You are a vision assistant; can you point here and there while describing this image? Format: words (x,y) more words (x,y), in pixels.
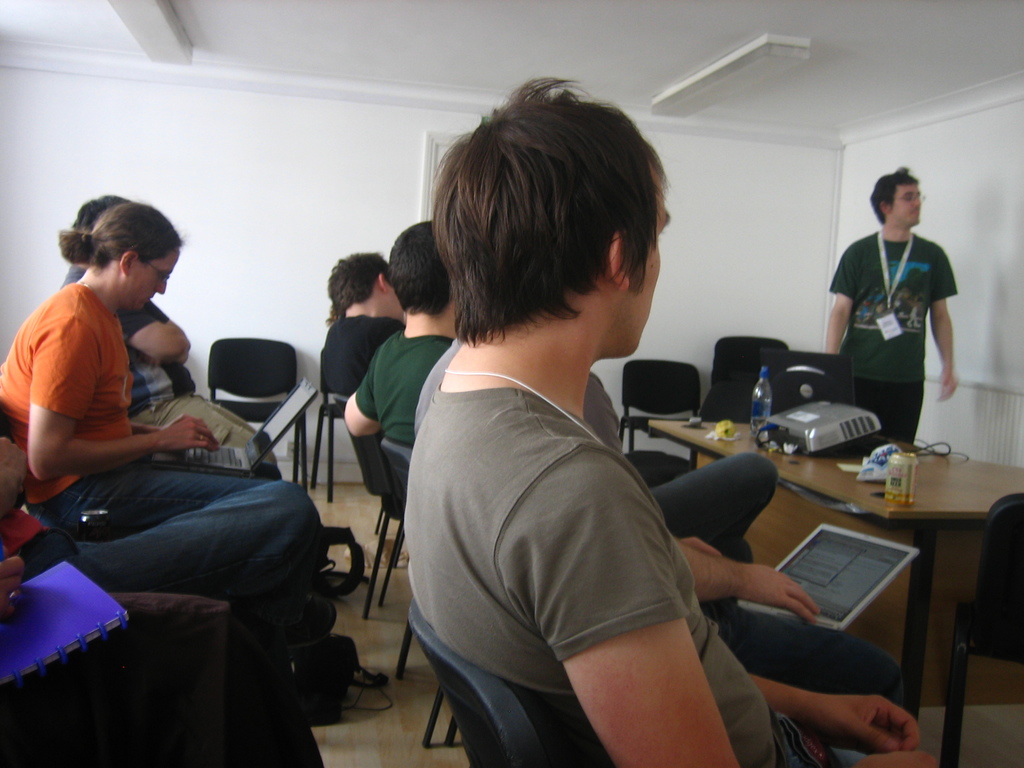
In this picture we can see man (847,276) standing wore spectacle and in front of them we can see a group of people (205,409) sitting on chairs (243,415) holding laptops (234,464), books (54,582) in their hands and in between them we can see table (858,462) and on table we have bottle (758,416), tin (893,463), projector (804,416), laptop (799,388).
